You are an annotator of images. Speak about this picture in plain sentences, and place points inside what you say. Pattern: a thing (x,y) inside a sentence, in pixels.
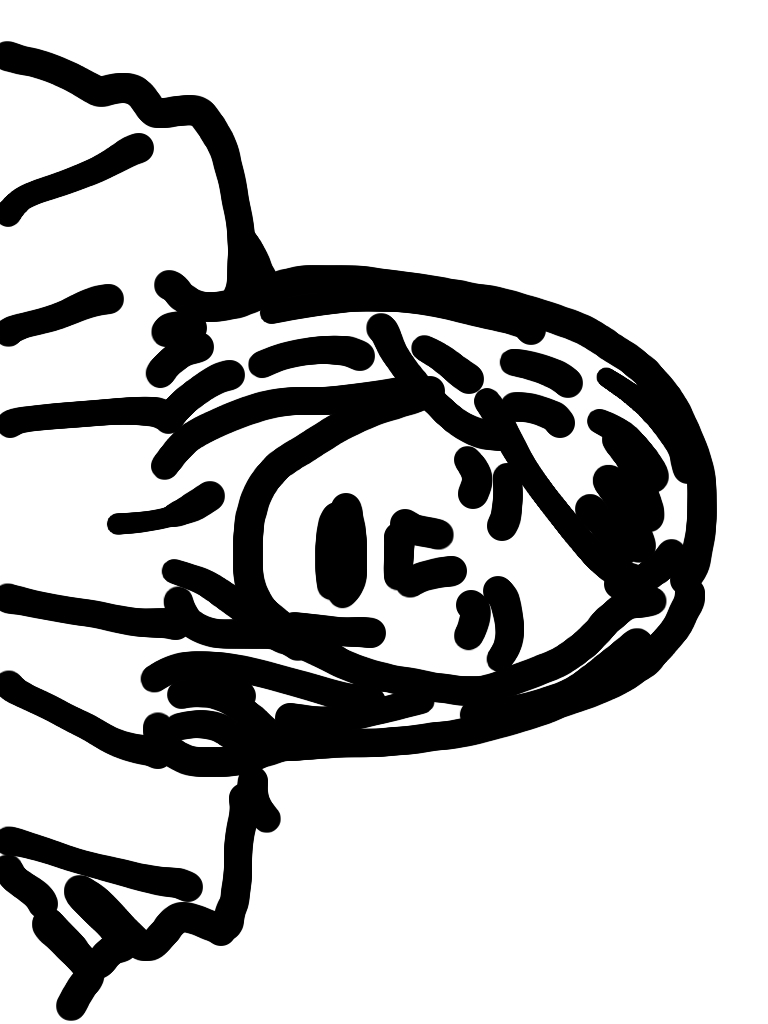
In the center of the image (325,674) there is a depiction (340,699) of a woman (229,142).
